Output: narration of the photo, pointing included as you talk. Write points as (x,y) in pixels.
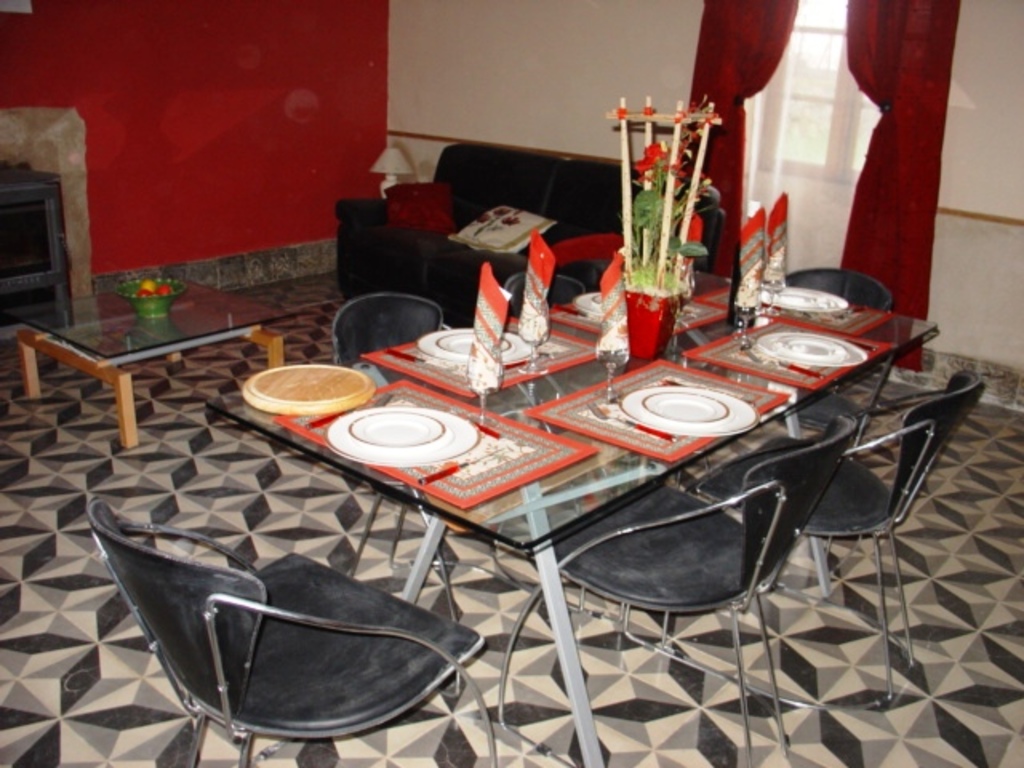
In the center of the image (408,419), we can see plates (522,349), spoons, glasses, napkins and a pot (648,320) are placed on the table (534,490) and in the background (402,193), we can see chairs (709,509), cushions (453,236) on the sofa (433,264) and there is a basket (148,298) on the table (148,330).
